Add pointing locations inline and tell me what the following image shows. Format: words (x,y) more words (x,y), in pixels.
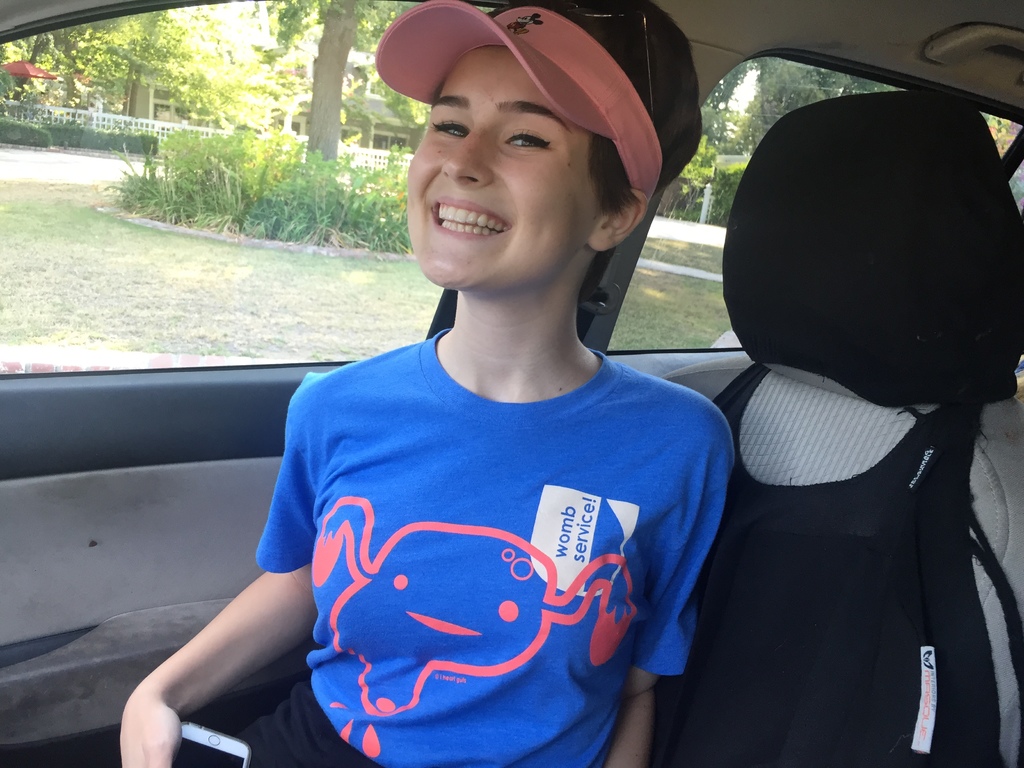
In the image a woman (361,361) is sitting in the vehicle (659,202) and smiling. Through the glass (390,119) we can see some trees (125,85) and plants (257,223) and grass (16,276) and fencing (226,126).
